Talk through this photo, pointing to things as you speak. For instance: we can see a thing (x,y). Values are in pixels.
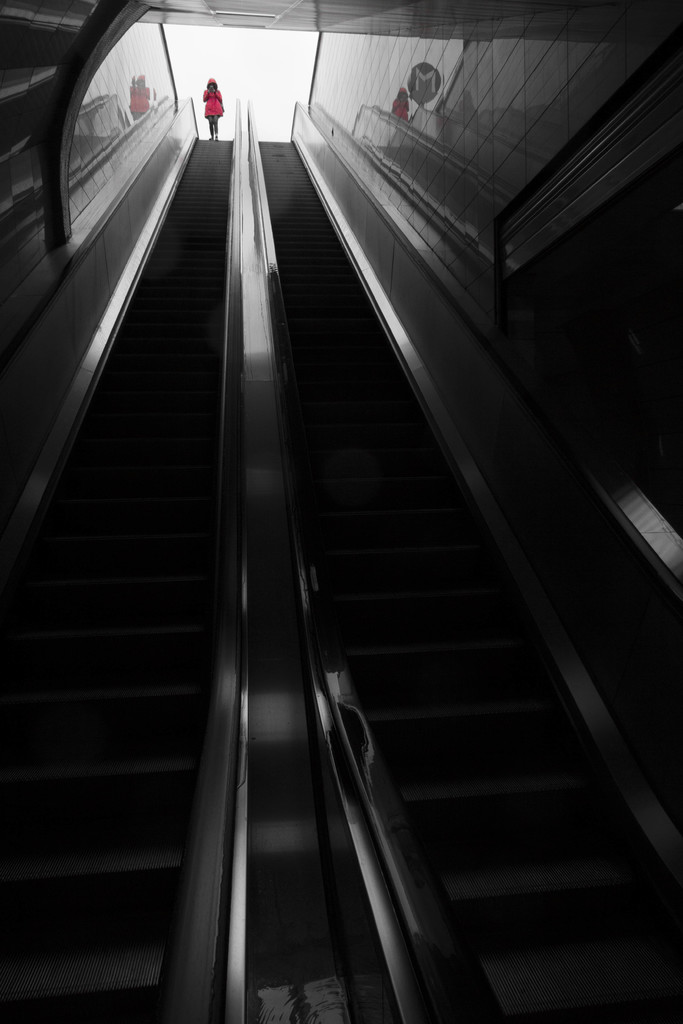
In this image I see the stairs (197,189) and I see a person (210,112) over here who is wearing red color dress (215,102).
